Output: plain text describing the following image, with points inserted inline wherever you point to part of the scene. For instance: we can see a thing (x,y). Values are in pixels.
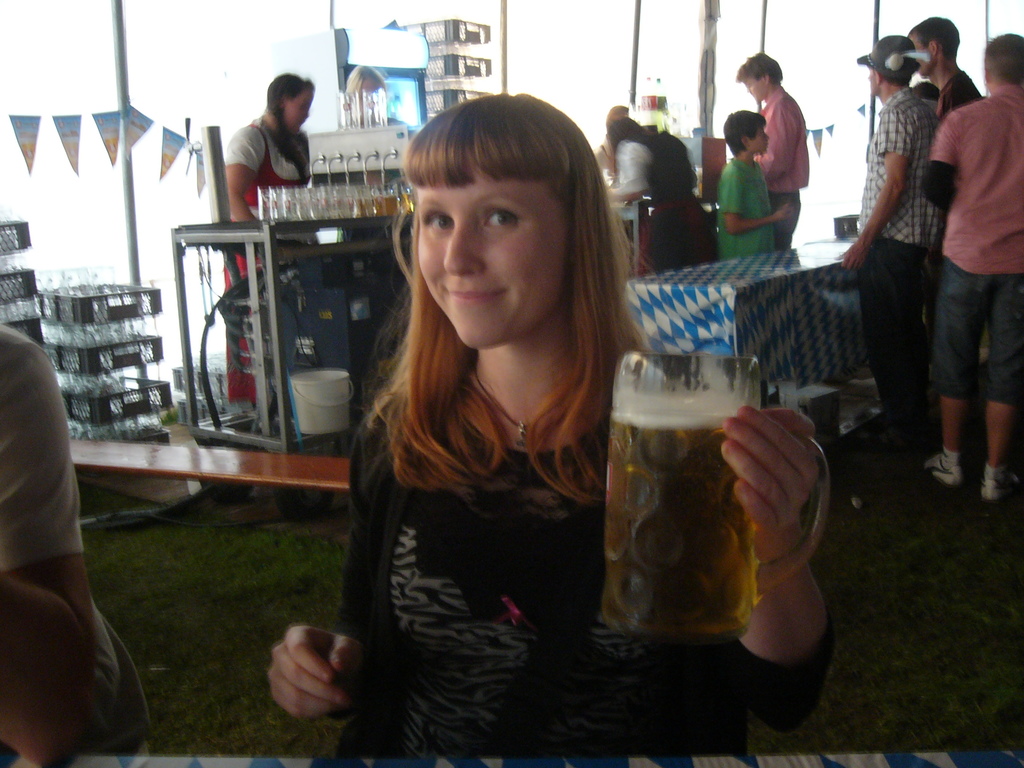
In this image I can see a woman (485,558) is holding a beer mug (696,459) in her hand (740,466). In the background (738,148) I can see few people (729,186) are standing in front of the table (768,275). On the left side (124,333) there are some trays (128,401).
